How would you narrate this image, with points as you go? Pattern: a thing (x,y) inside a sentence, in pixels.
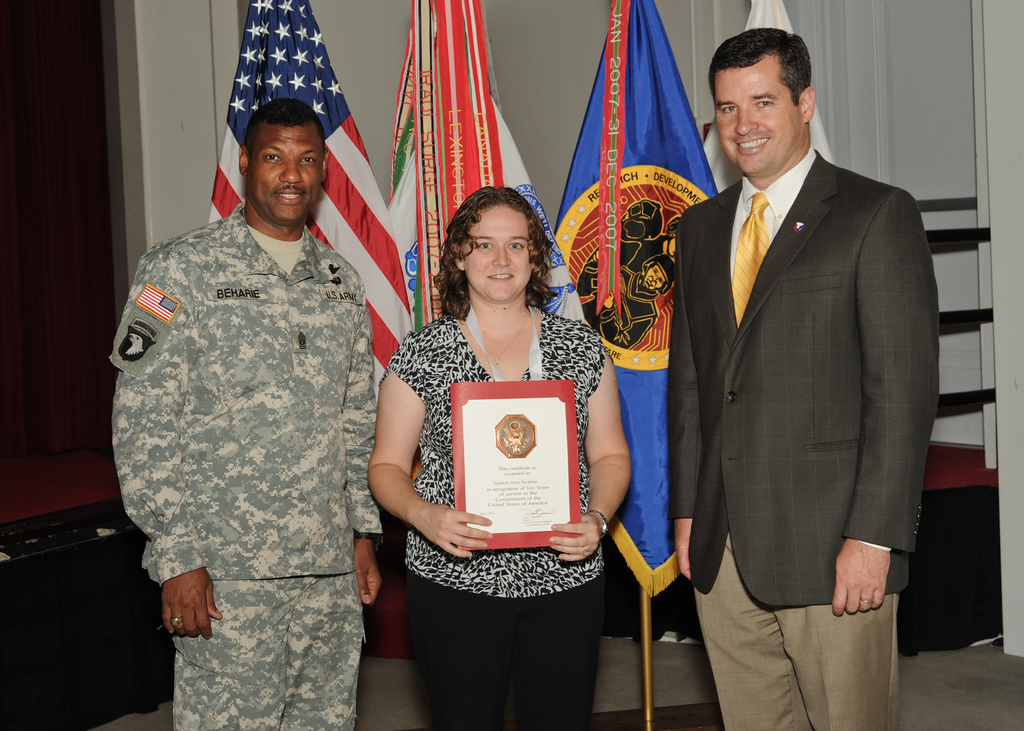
In the center of the image (463,461) there is a woman (445,408) holding a memorandum (466,446), beside the women (389,413) there are two people (332,440) standing, behind the woman (496,196) there are flags (449,175), behind the flags (821,129) there is a wall (986,245).
